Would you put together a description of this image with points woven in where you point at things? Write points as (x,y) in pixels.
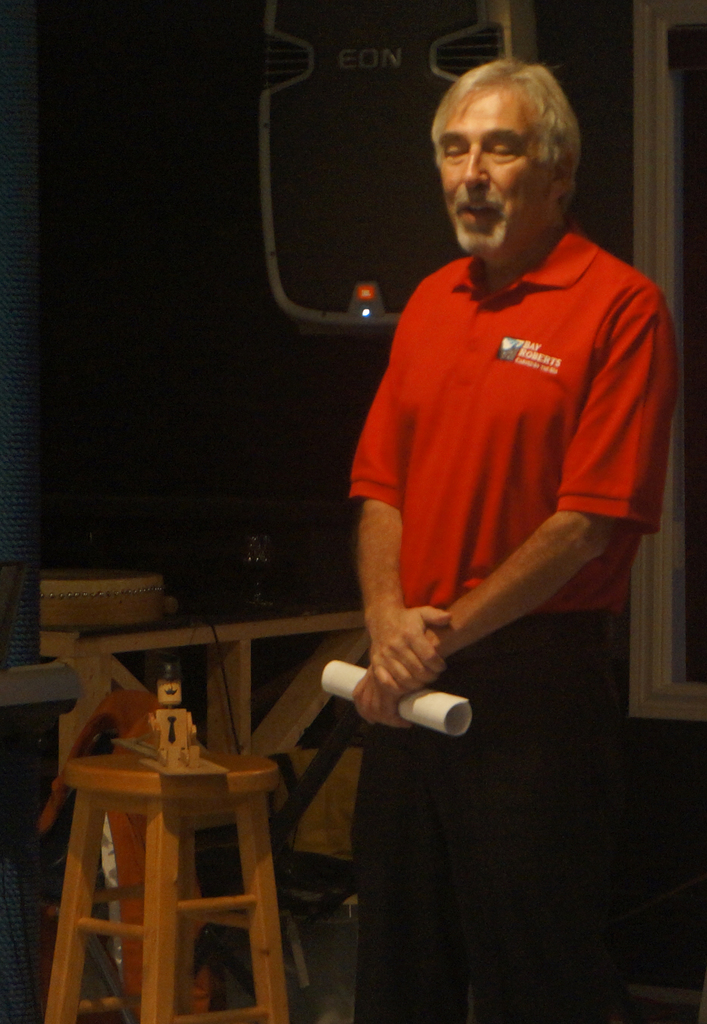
On the right side of the image (576,834) we can see person (508,593) standing and holding a paper (429,691). On the left side of the image (150,714) we can see toy (161,702) on the stool (175,891). In the background (323,541) we can see speaker (325,58), window (652,28) and wall (65,174).
